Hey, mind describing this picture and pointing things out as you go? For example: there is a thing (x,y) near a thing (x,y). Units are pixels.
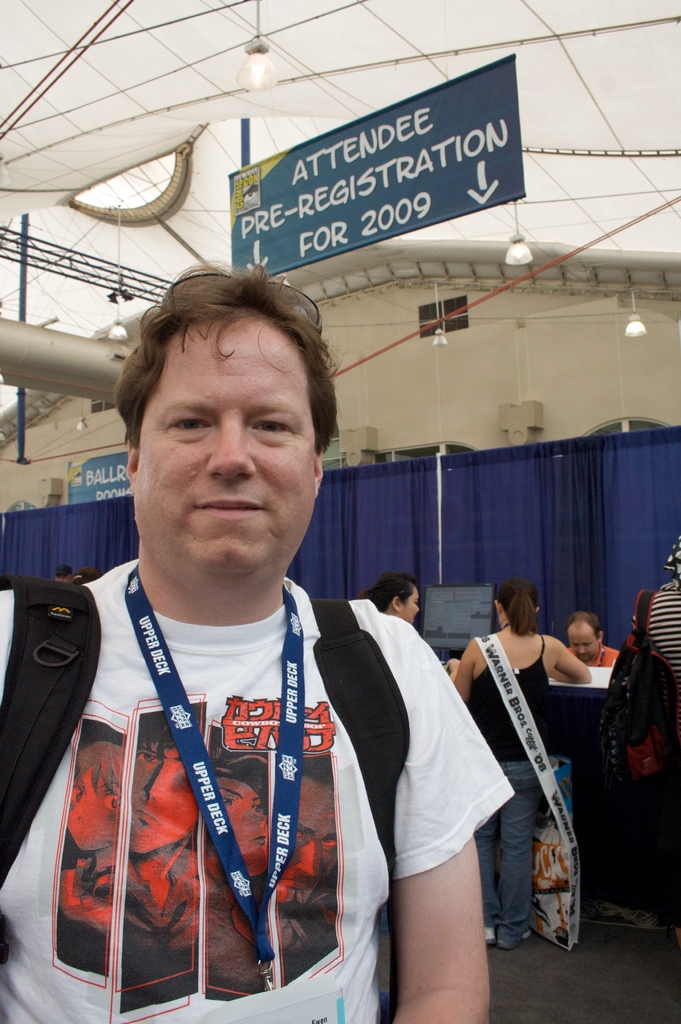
In the picture we can see a man (214,602) in a white T-shirt (361,995) and wearing a bag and tag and behind him we can see some people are also standing near the desk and behind them, we can see a blue color curtain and behind it, we can see a building wall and to the ceiling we can see some lights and a board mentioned in it as attendee Pre-registration 2009.
